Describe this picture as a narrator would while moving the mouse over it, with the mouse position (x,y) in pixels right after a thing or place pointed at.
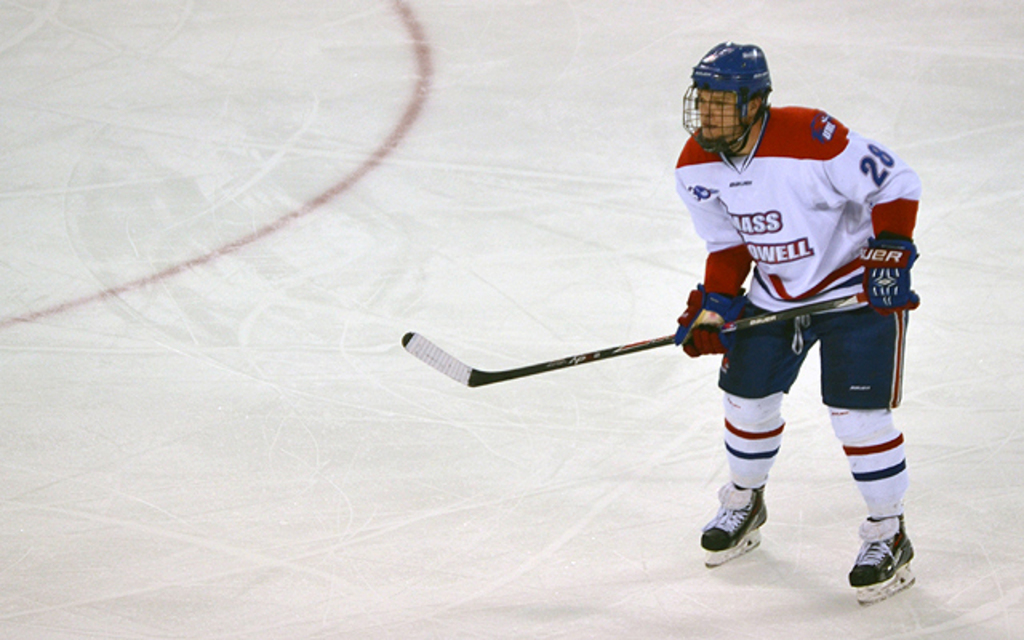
In this image on the right side (770,221) a person (738,288) wearing a colorful dress (749,267) and holding a stick (666,345) and wearing a helmet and gloves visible on floor (240,555).
